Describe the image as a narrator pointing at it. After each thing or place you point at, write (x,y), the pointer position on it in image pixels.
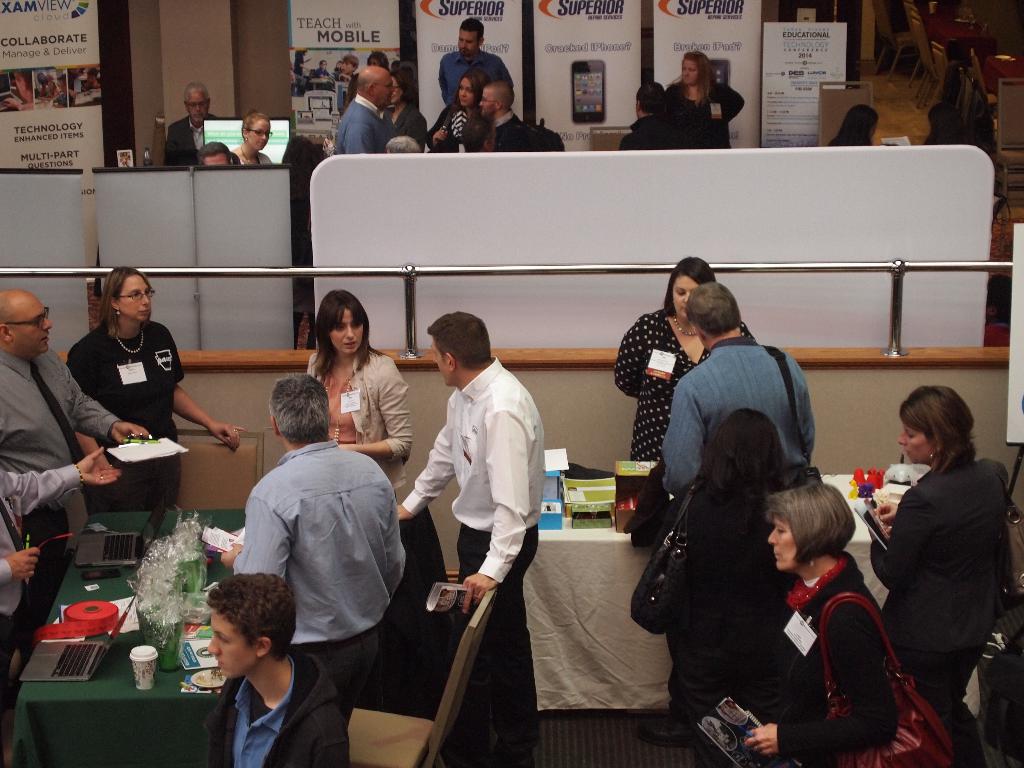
In this picture I can observe some people (710,374) standing on the floor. There is a table (108,696) on which I can observe laptops (96,658) and a cup (136,666). There are men (11,475) and women (93,344) in this picture. In the background (361,40) there are some posters (388,27) which are in white color.
